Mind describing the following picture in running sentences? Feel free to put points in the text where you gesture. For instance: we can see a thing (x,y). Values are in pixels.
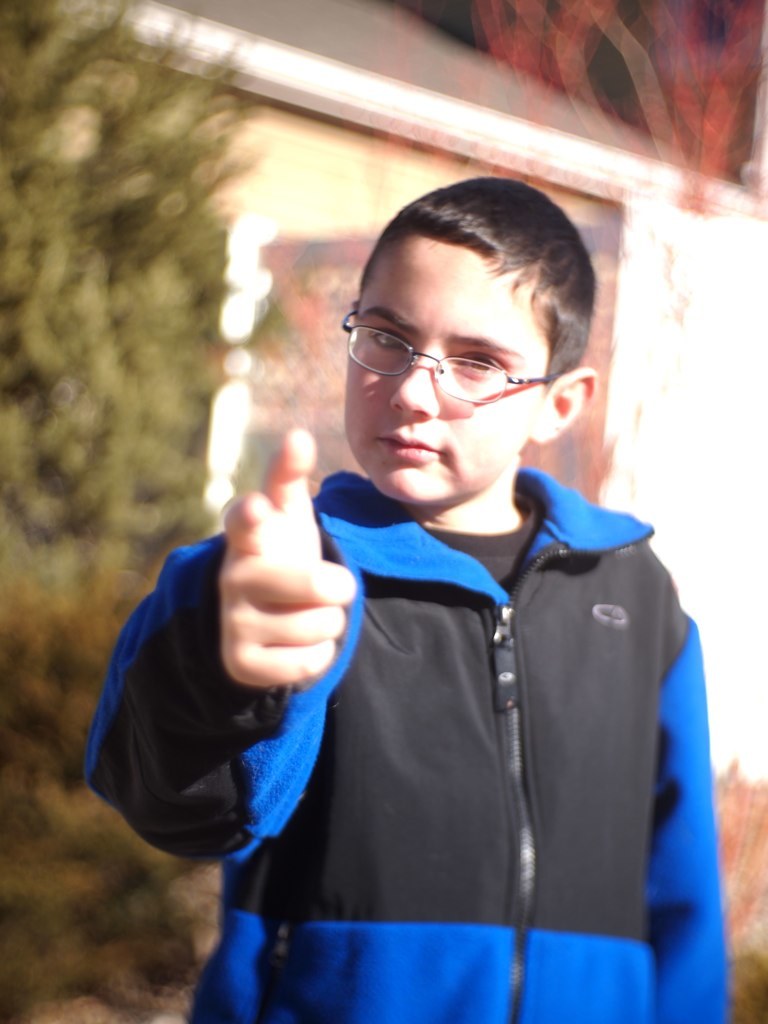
In this picture I can see a boy (373,968) who is standing and I see that he is wearing black and blue color jacket (435,658). In the background (348,200) I see that it is totally blurred and I see green color things (115,387) on the left side of this image (51,633).
